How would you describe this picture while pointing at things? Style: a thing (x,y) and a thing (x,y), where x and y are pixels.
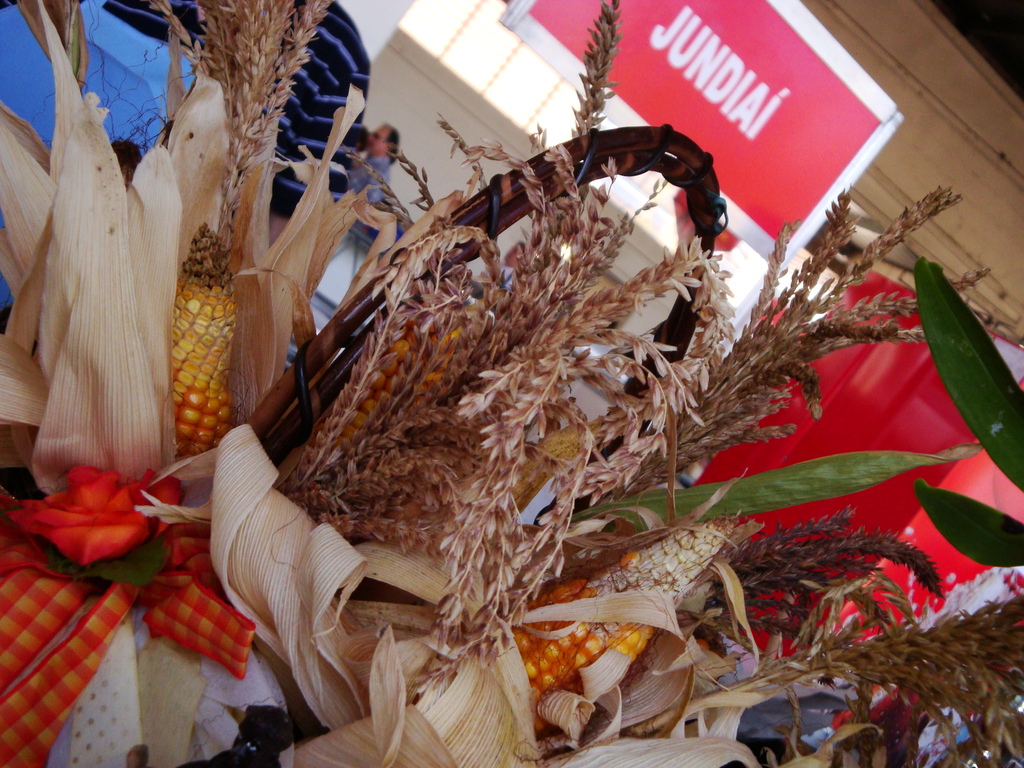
In this image there are paddy (435,425) and maize (234,357). Behind them there are two persons (312,137). In the background (958,128) there is the wall (921,145). There is a board (686,105) with text (772,108) on the wall (958,128).
